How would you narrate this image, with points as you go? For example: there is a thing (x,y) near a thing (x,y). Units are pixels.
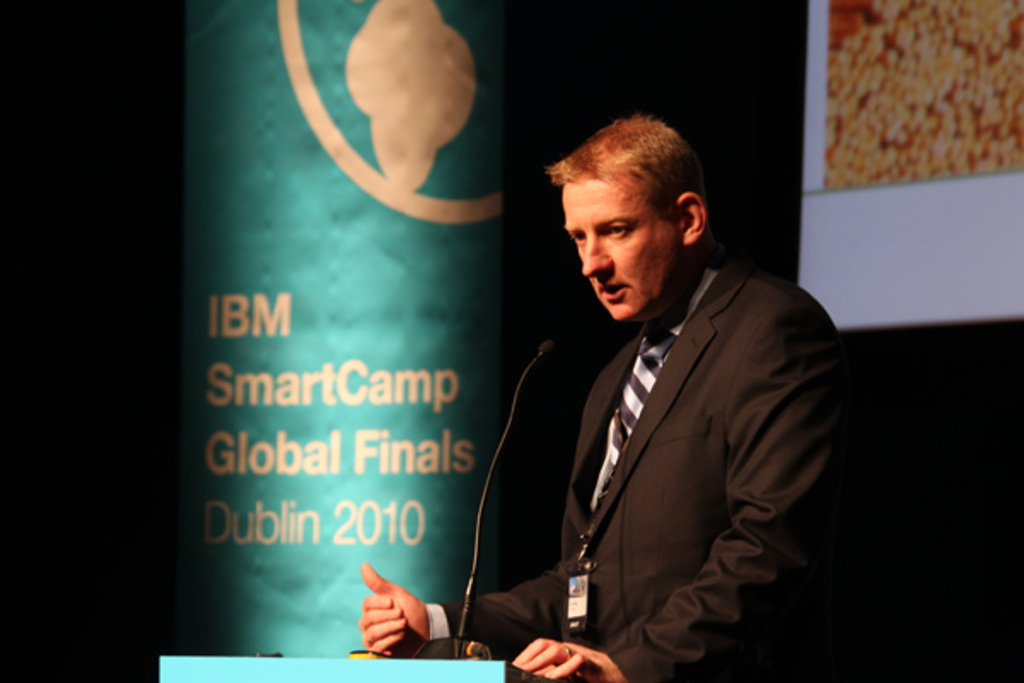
In the picture we can see a man (718,639) standing near the desk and talking in the microphone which is to the desk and man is in black color blazer (798,637), tie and ID card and beside them, we can see a pillar (285,103) which is blue in color with something written on it and behind the man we can see a wall (139,385) with a screen (996,250).
